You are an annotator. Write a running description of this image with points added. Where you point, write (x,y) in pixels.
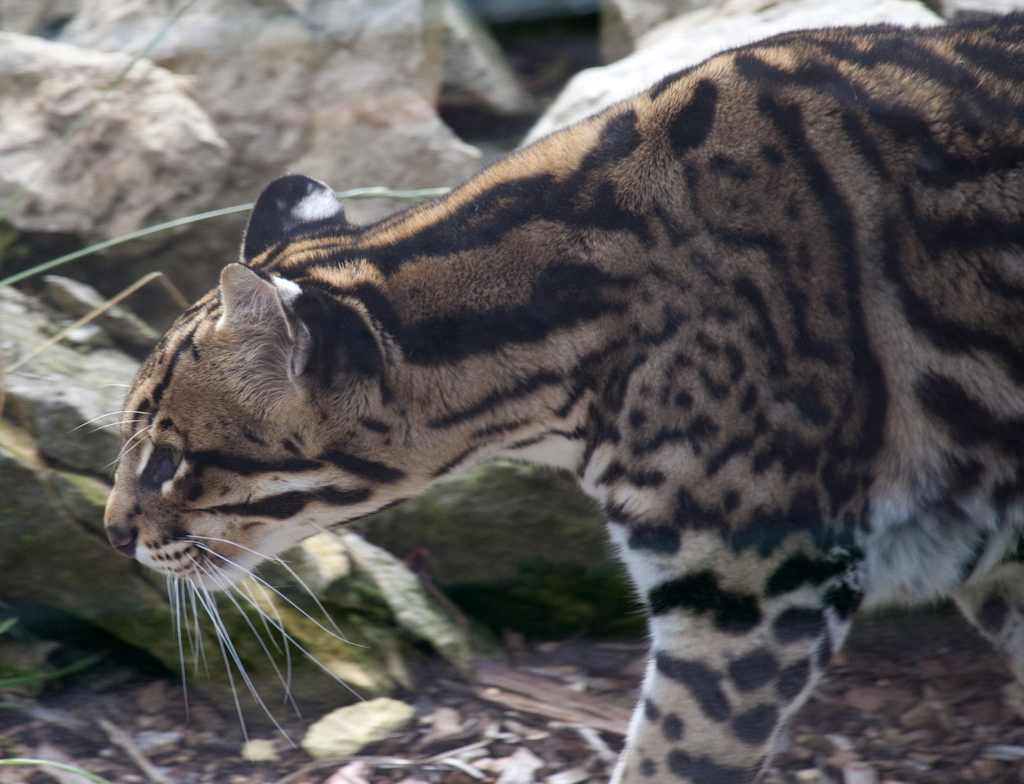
In this picture we can see an animal (723,577) on the ground (878,639) and in the background (426,59) we can see rocks (163,248).
